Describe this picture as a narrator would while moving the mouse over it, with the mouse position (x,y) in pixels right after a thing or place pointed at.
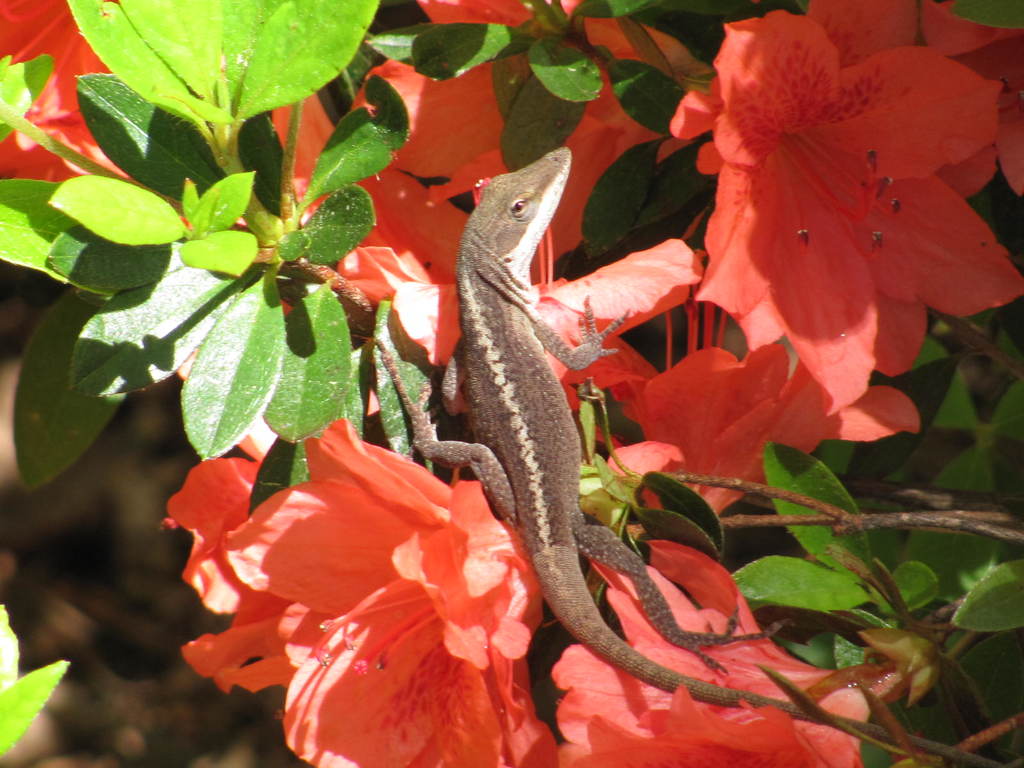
In the foreground (471,189) I can see a lizard (566,500) on flowering plants (436,341). This image is taken may be in a garden (720,216).
